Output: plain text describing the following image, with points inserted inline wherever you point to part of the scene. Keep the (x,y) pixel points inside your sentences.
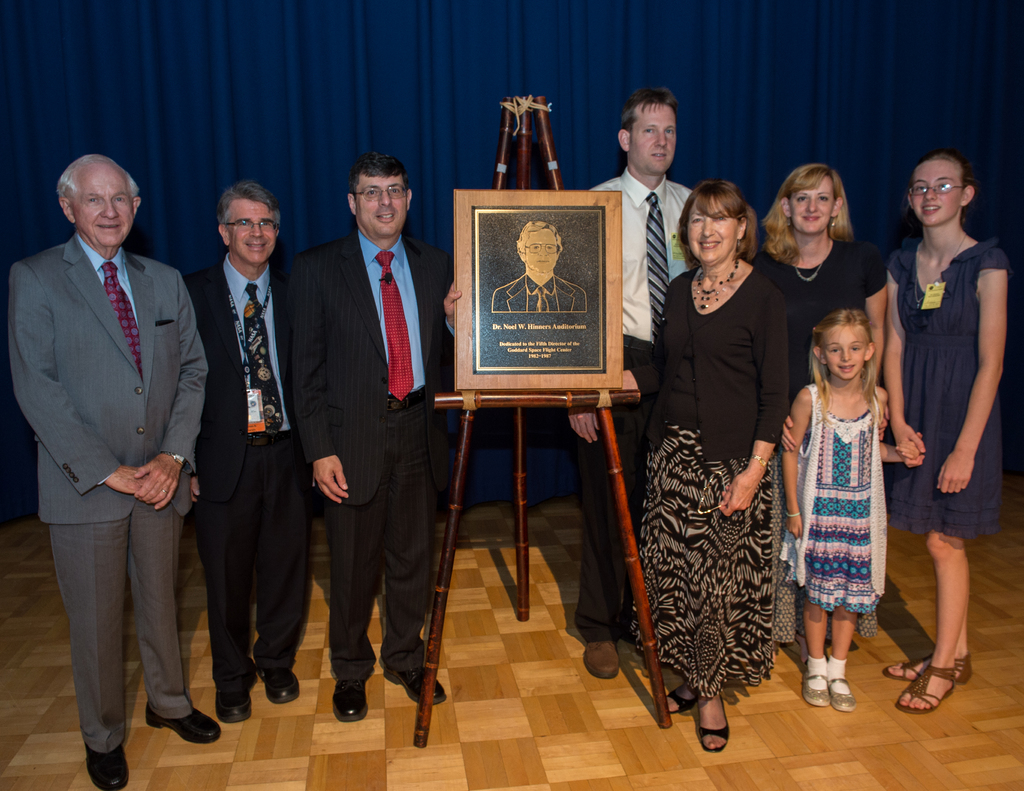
In this picture we can see a group of people (402,682) on the floor (496,721), here we can see a board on the stand (448,513) and in the background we can see a curtain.
